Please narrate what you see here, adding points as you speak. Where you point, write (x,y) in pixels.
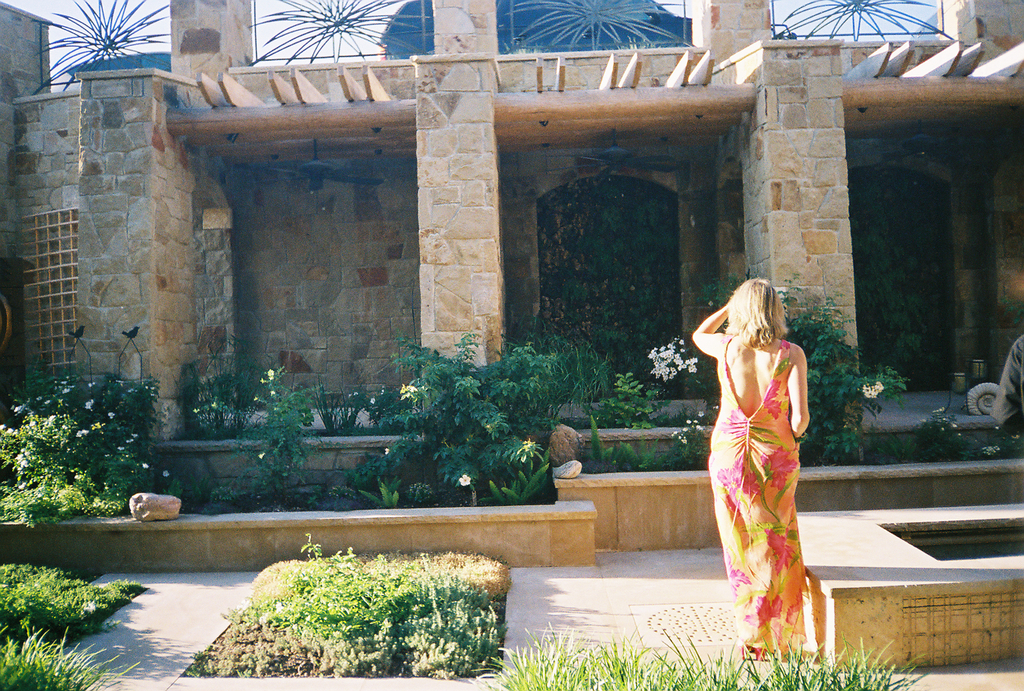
In this image we can see a building (319,90), there are some plants (440,389), pillars (452,47), flowers (411,394), grille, stones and a woman (741,448), also we can see the sky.
